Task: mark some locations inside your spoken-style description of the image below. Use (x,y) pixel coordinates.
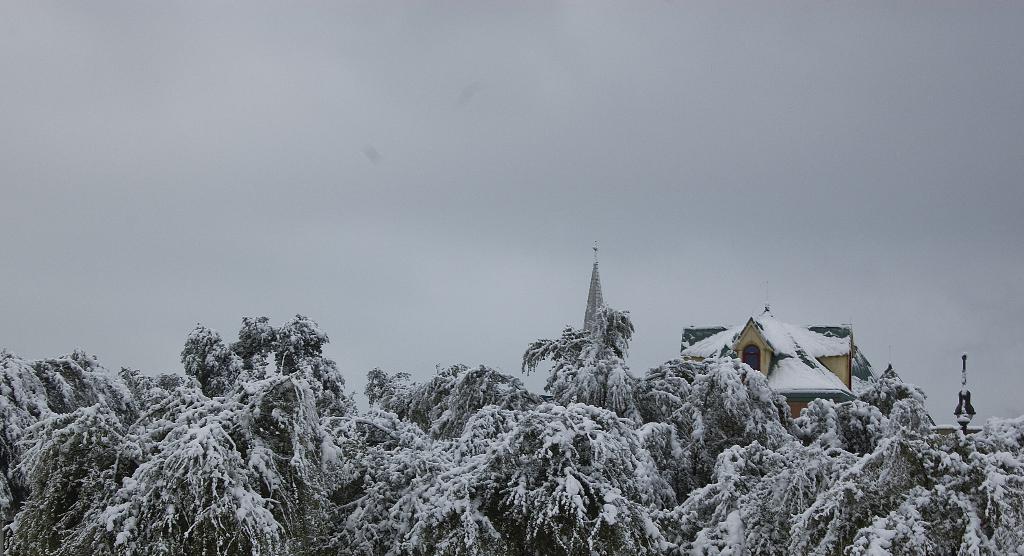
In this image we can see some trees (333,493) on which there is some snow (445,493) and in the background of the image (745,347) there is a house (745,347) and top of the image (227,169) there is cloudy sky (477,135).
